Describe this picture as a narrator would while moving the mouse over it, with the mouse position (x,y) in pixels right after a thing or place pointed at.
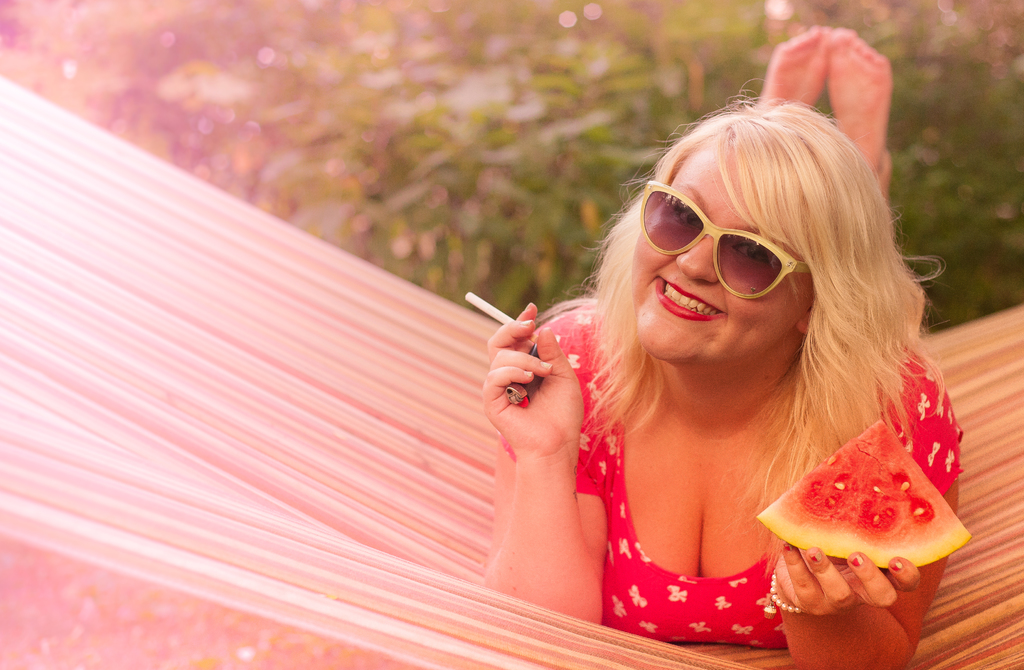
In this picture we can observe a woman (662,431) laying in the swing (366,410) holding a piece of watermelon (837,507) in his hand (841,593). She is wearing spectacles (736,253) and red color dress (600,460). We can observe a white color cigarette (506,315) and a lighter (515,385) in her hand (526,358). She is smiling. In the background (455,141) there are some plants (544,137).
